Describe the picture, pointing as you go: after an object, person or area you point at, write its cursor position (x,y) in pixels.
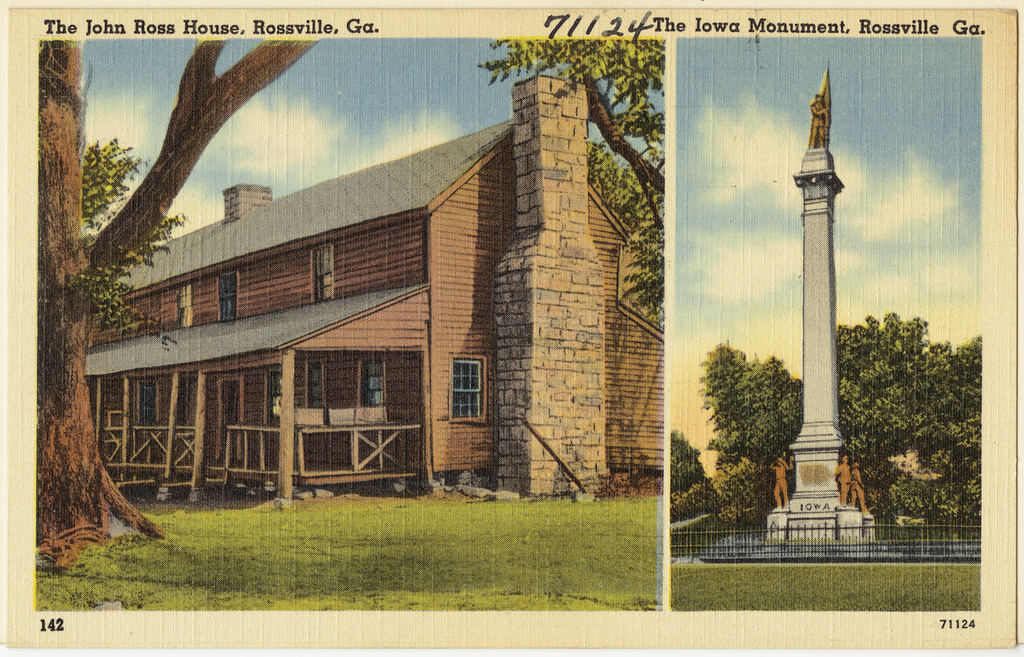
In this image, we can see a poster (790,351) with some images (792,256) and text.
